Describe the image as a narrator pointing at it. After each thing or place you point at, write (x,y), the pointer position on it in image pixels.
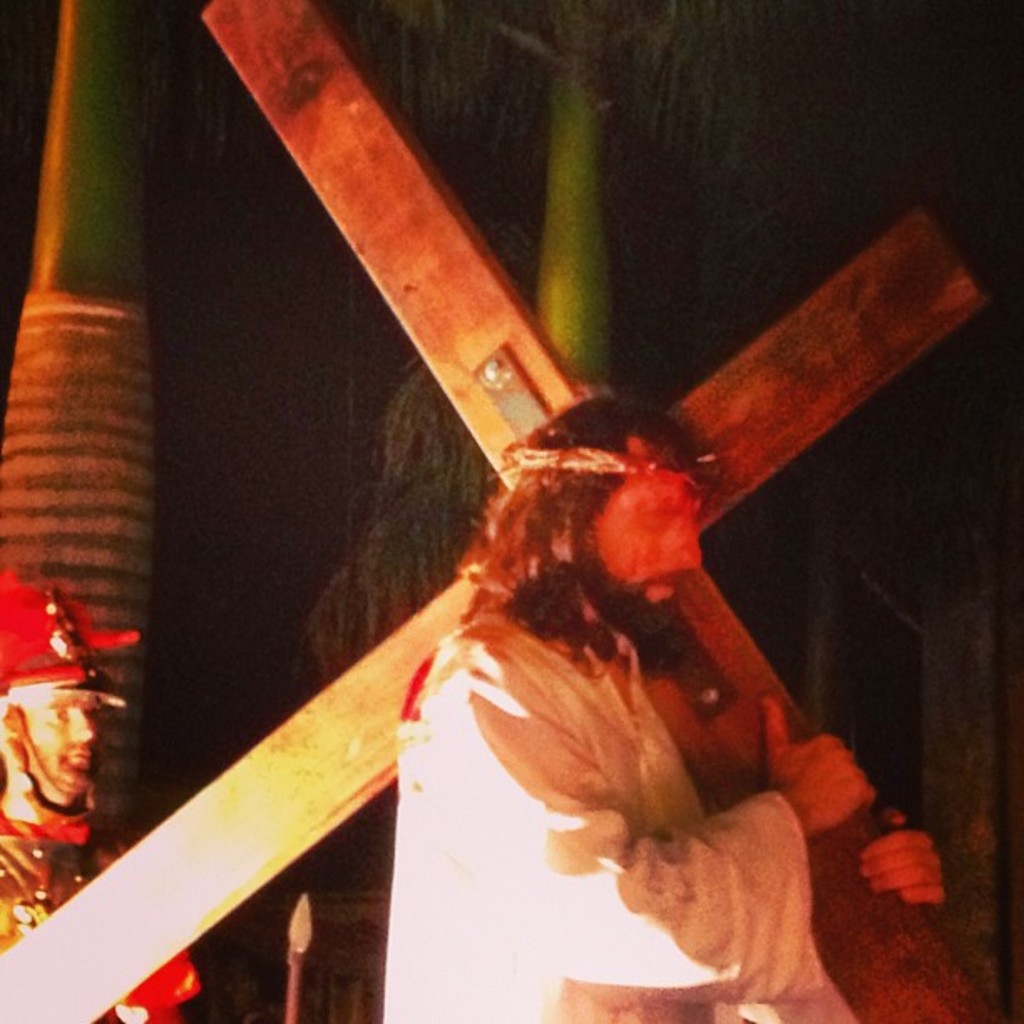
In the picture we can see a man (593,824) holding a cross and behind him we can see a man (74,654) in a soldier costume (78,642) and in the background (129,717) we can see two tree branches (91,411) in the dark.
